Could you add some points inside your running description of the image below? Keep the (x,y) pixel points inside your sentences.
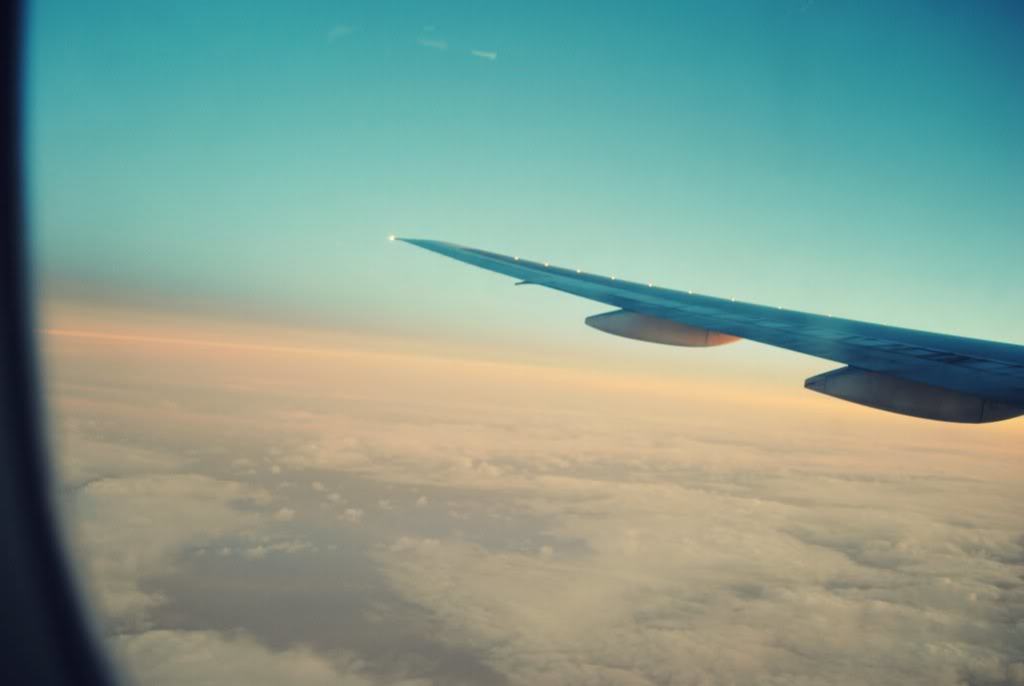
As we can see in the image there is plane (623,324) and sky (527,69).
